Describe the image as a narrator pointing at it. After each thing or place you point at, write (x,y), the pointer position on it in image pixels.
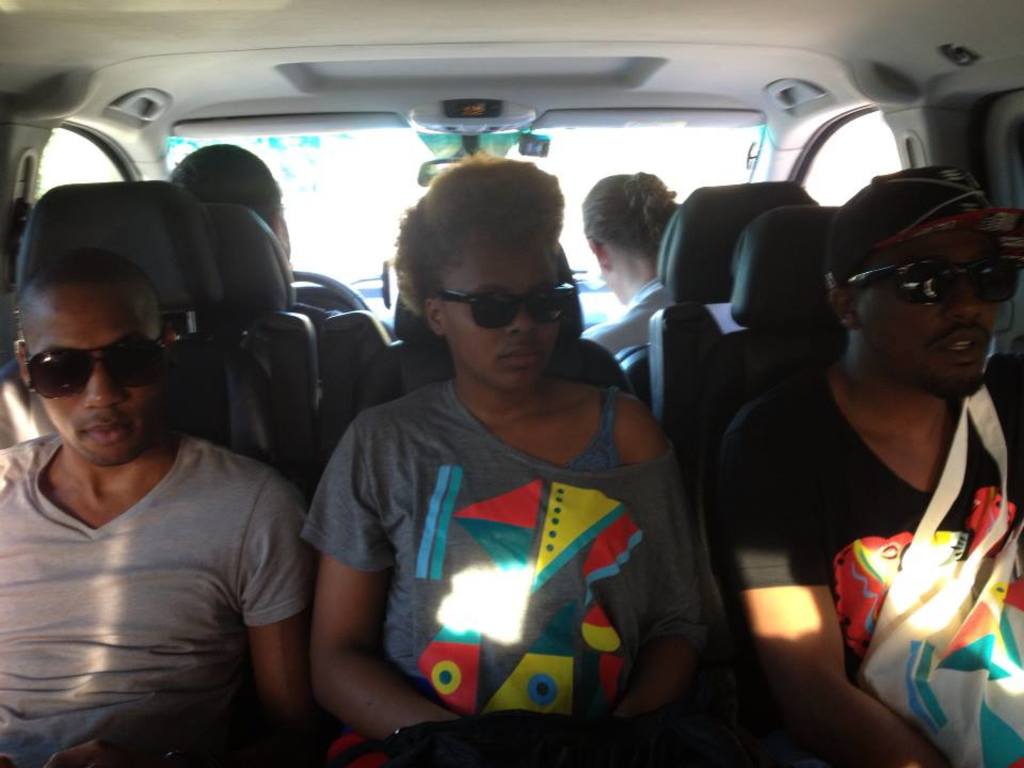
This image is taken from inside a vehicle (579,137) as we can see there are some persons (523,505) sitting on the chairs (271,318) in the middle of this image (402,506), and there is a glass (373,185) in the background (643,163).
